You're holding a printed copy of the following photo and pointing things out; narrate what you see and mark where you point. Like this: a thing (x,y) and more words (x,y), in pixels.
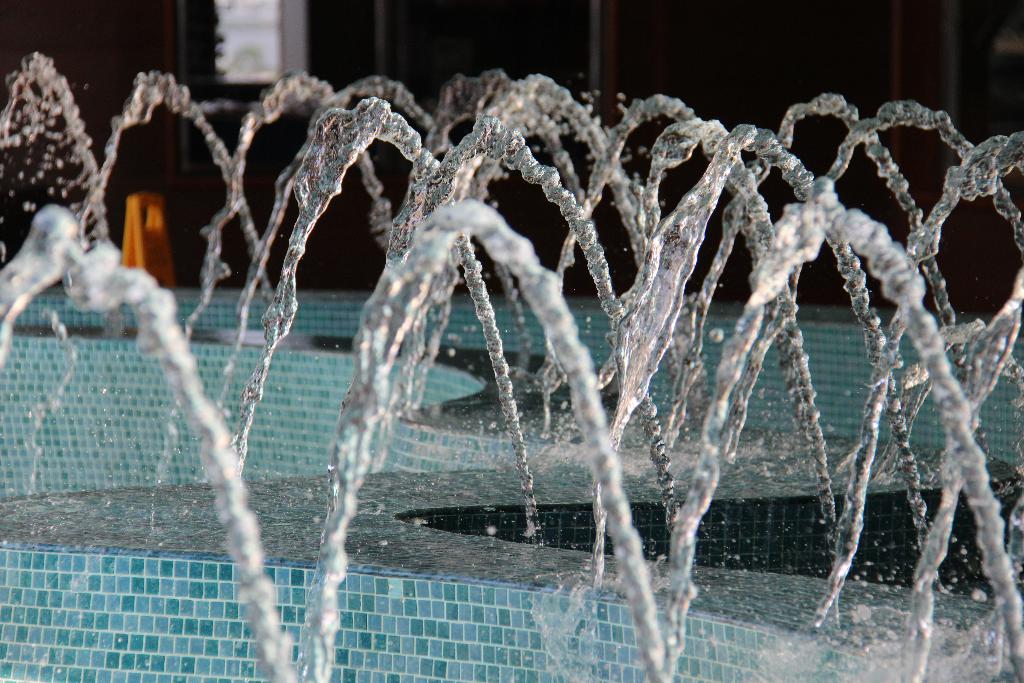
In this image we can see the water fountain (669,272). We can also see the tile surface (504,442). In the background (139,241) there is an orange color object (163,221).
